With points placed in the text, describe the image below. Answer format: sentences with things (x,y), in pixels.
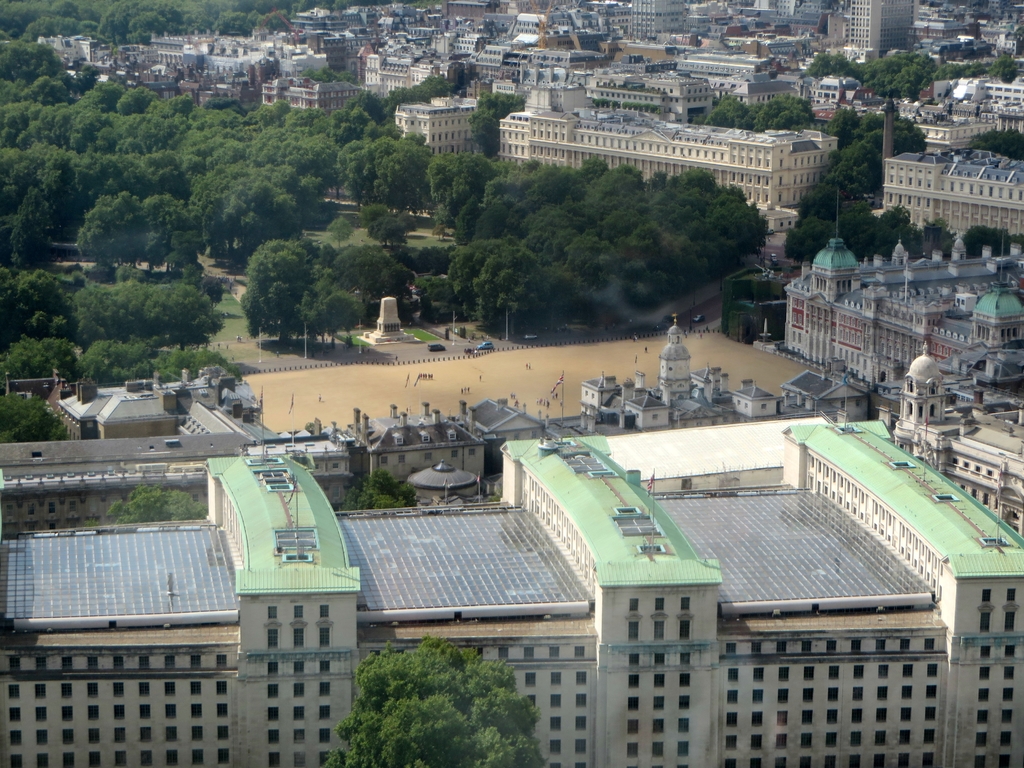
In this image we can see the buildings (393,3) and trees (682,240). Here we can see the flag poles (652,500) on the top of the building (600,407). Here we can see the vehicles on the road (513,339).
